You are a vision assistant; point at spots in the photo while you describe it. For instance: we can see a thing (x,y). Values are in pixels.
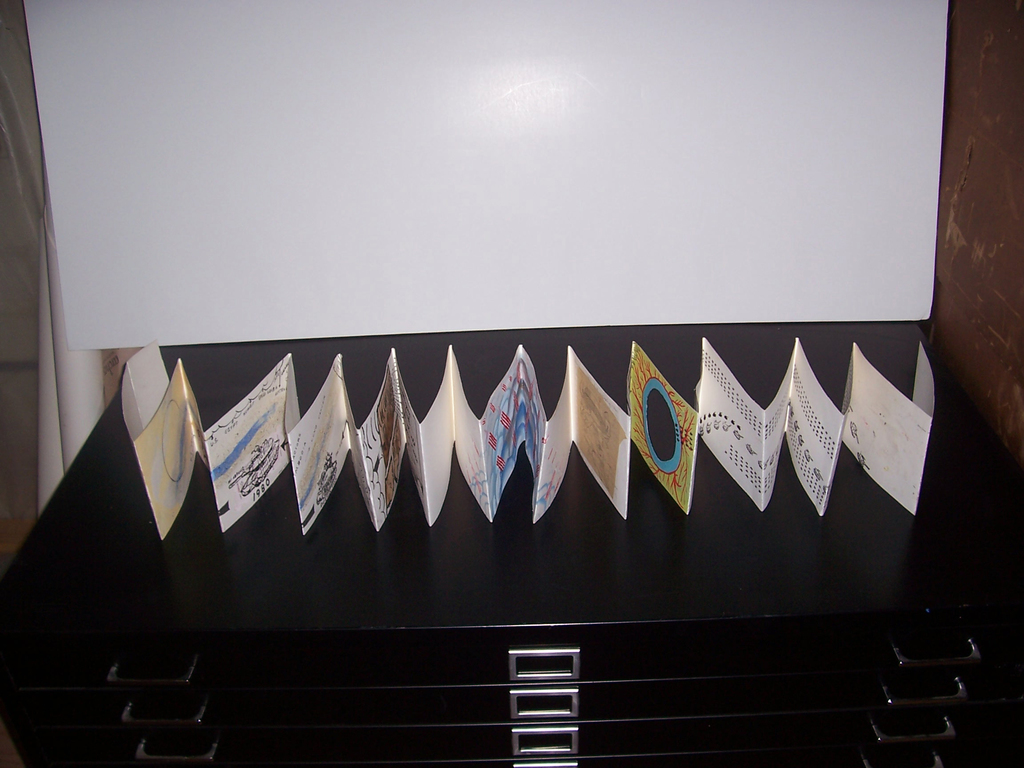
In this image, I can see a paper craft (498,469) on a desk (323,637) with drawers (209,661). In the background (249,269), I can see a white board (347,134). On the right side of the image (994,197), it looks like a wall (979,205). On the left side of the image (80,432), there are few objects (66,437).
